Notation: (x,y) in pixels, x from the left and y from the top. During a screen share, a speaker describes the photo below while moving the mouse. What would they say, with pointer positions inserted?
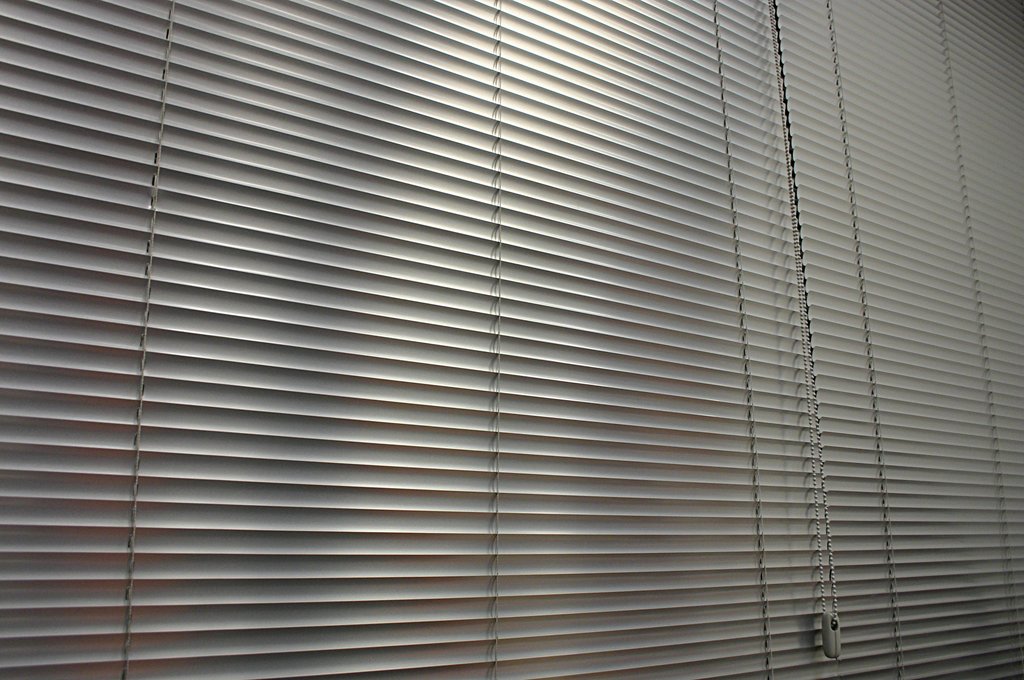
In the image there are venetian blinds (486,384), they are off white color.
